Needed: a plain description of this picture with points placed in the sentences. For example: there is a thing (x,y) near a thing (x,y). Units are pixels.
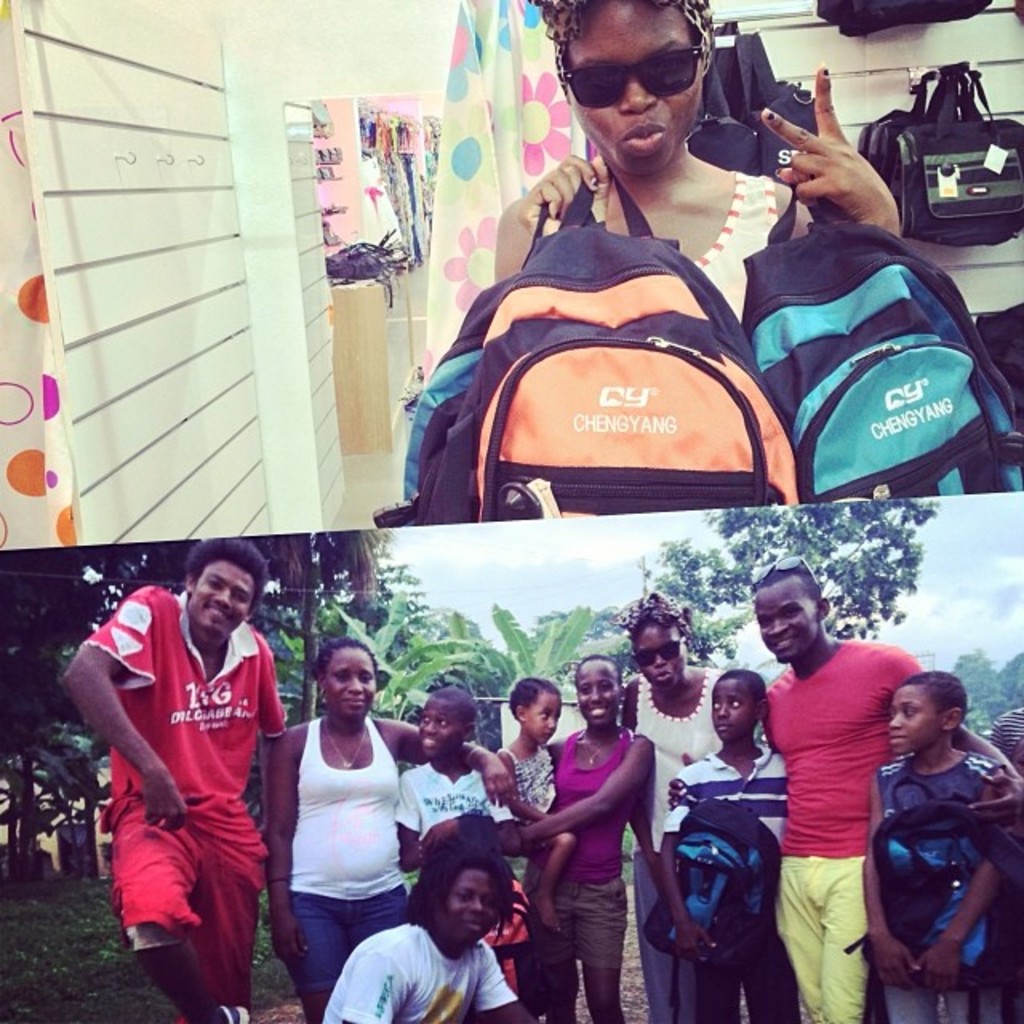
In the image on the top (735,205) we can see one woman (735,205) standing and holding backpacks (716,322). In the background (998,203) there is a wall (86,371), table (355,352), curtains (30,374), bags (910,177), clothes (382,149), hangers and few other objects (161,155). In the bottom of the image (385,797) we can see few people (397,813) were standing and smiling. In the background (327,568) we can see the sky (954,619), clouds (973,617) and trees (81,604).
